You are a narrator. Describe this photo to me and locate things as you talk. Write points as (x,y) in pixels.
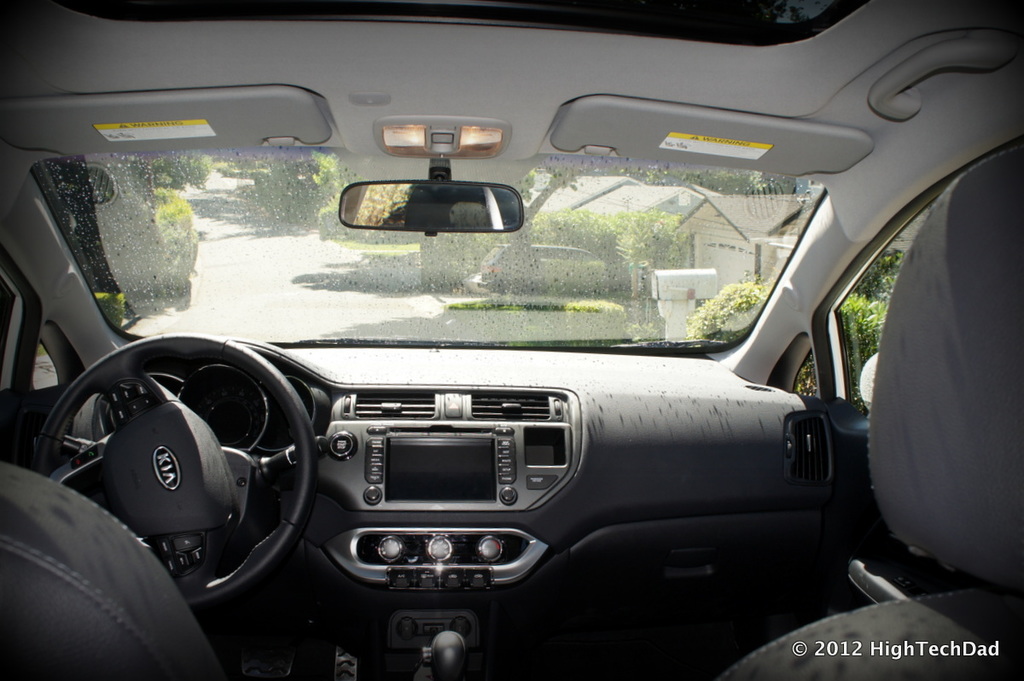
This is the inside view of a vehicle (738,430). Here we can see a steering (170,559), seats (31,677), and a mirror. From the glass (439,272) we can see plants (333,233), trees (263,187), houses (601,209), and road (242,280).
